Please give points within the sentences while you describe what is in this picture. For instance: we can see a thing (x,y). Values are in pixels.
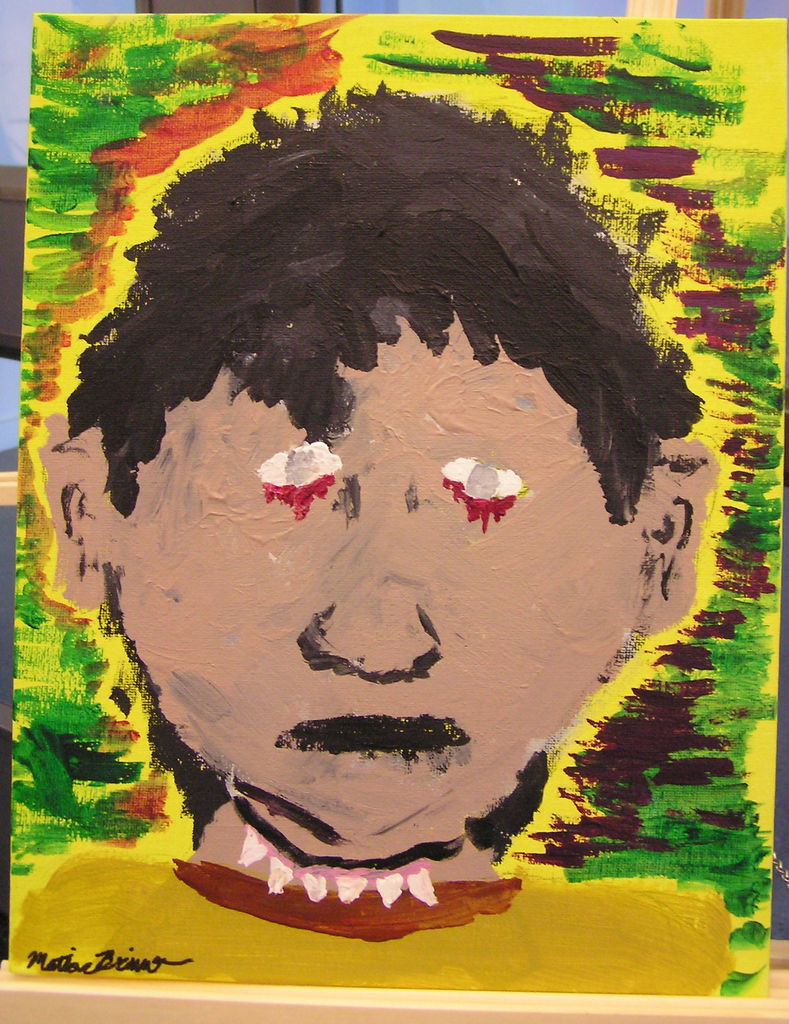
In this picture we can see painting (444,445). On the bottom left corner (61,969) there is a watermark (71,969). On the back (653,14) we can see wooden stand (666,14) and wall (514,0). Here we can see a person's face (445,622) in the painting (441,707).
